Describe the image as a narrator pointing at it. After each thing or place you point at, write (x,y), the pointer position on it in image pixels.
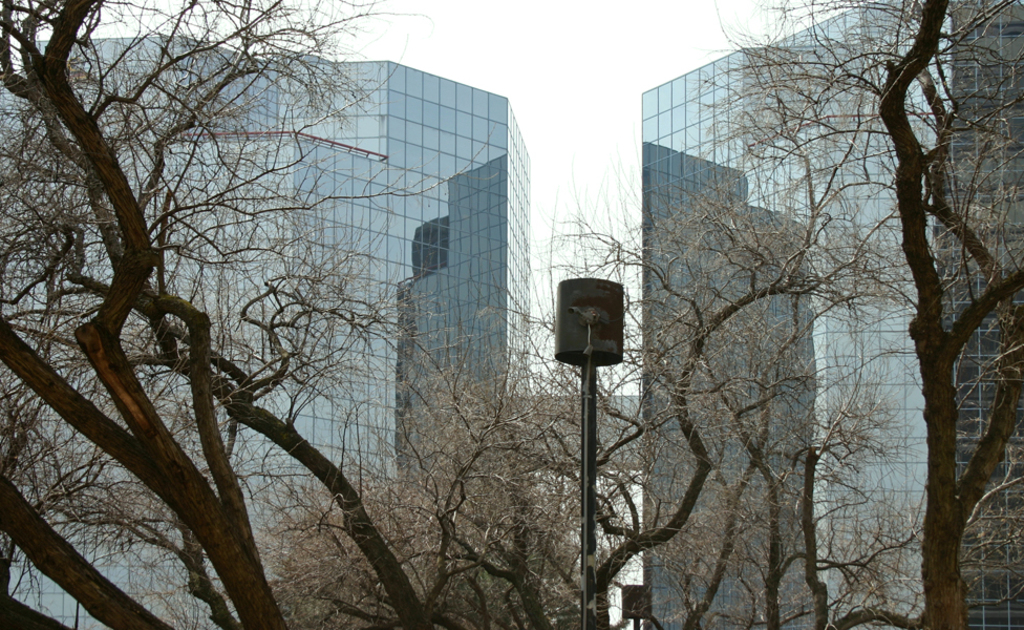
On the left side (153,302), there are trees (166,519). On the right side (939,592), there are trees (621,553) and a pole (591,611). In the background (332,108), there are buildings (278,126) which are having glass windows (246,163) and there are clouds (571,49) in the sky (575,24).
